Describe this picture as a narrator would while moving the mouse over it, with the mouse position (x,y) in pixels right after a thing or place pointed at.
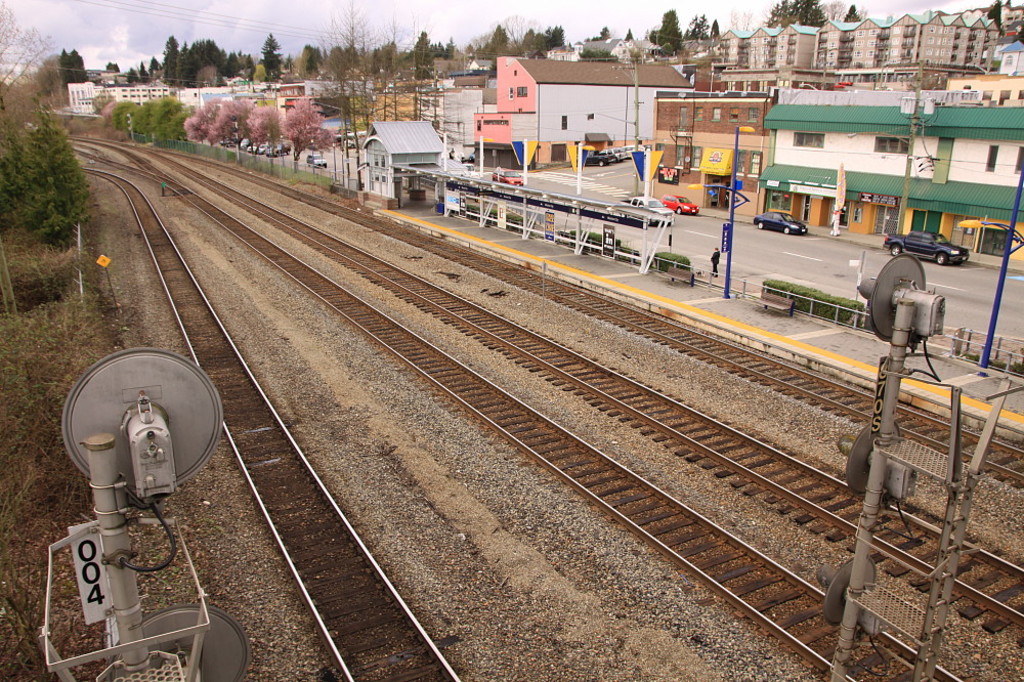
In this image we can see tracks (371,313), current poles (913,630), there are some trees (67,179) on left side of the image (52,183) and on right side of the image (754,253) there is road (681,241), some vehicles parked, there are some houses (568,88), trees (272,45) and cloudy sky (247,31).
